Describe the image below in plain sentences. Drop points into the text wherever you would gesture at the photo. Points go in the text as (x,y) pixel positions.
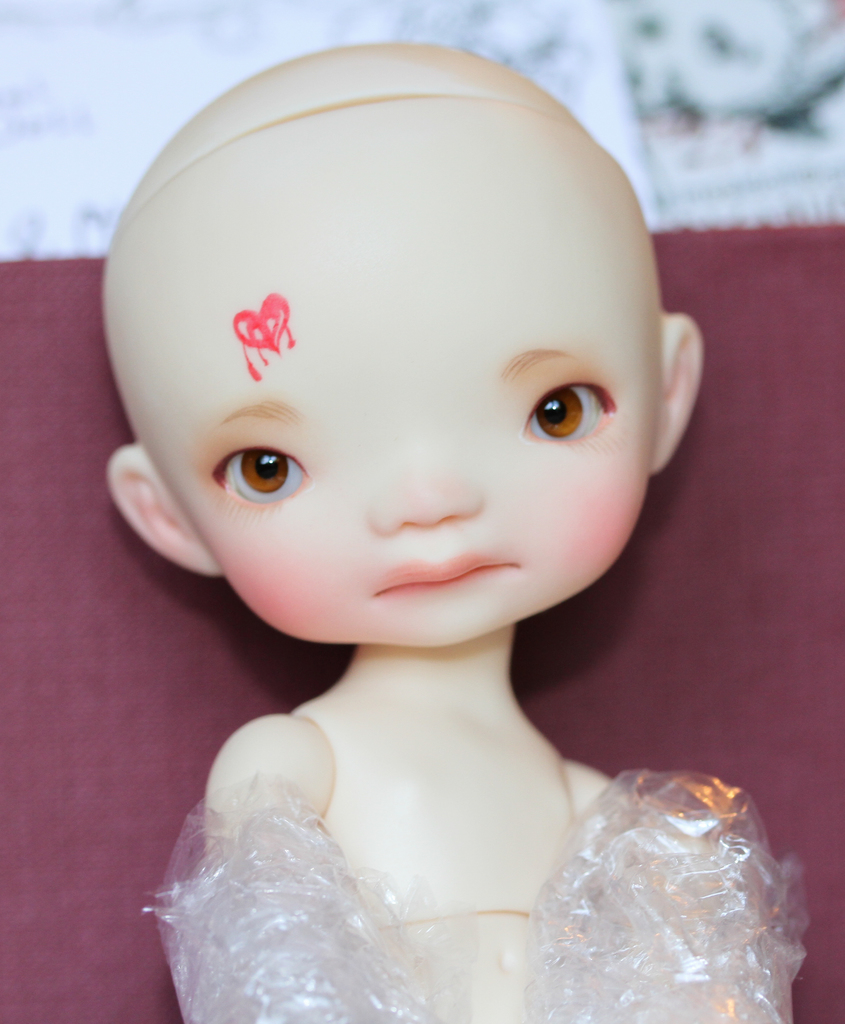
There is a doll (429,624) in the middle of this image (419,673) and the background (768,419) is in maroon color.
